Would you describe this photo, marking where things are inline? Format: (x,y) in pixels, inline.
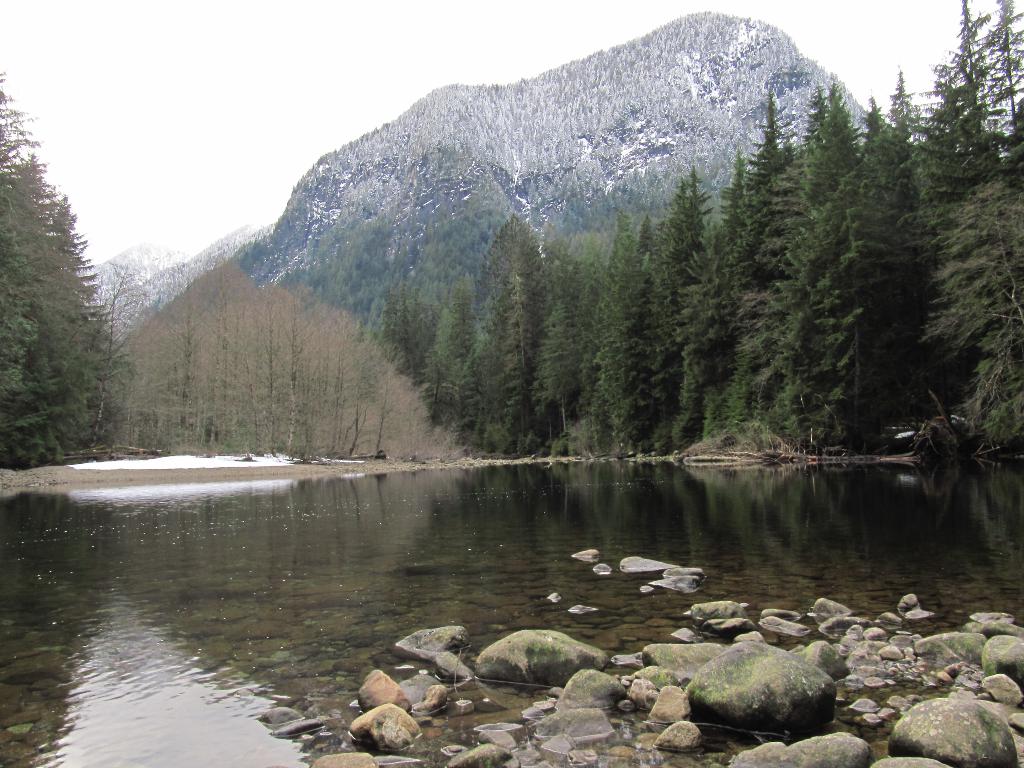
In this image we can see water (650,625), stones (691,634) and in the background (516,326) there are few trees (417,375), mountains (407,209) and the sky (885,32).
